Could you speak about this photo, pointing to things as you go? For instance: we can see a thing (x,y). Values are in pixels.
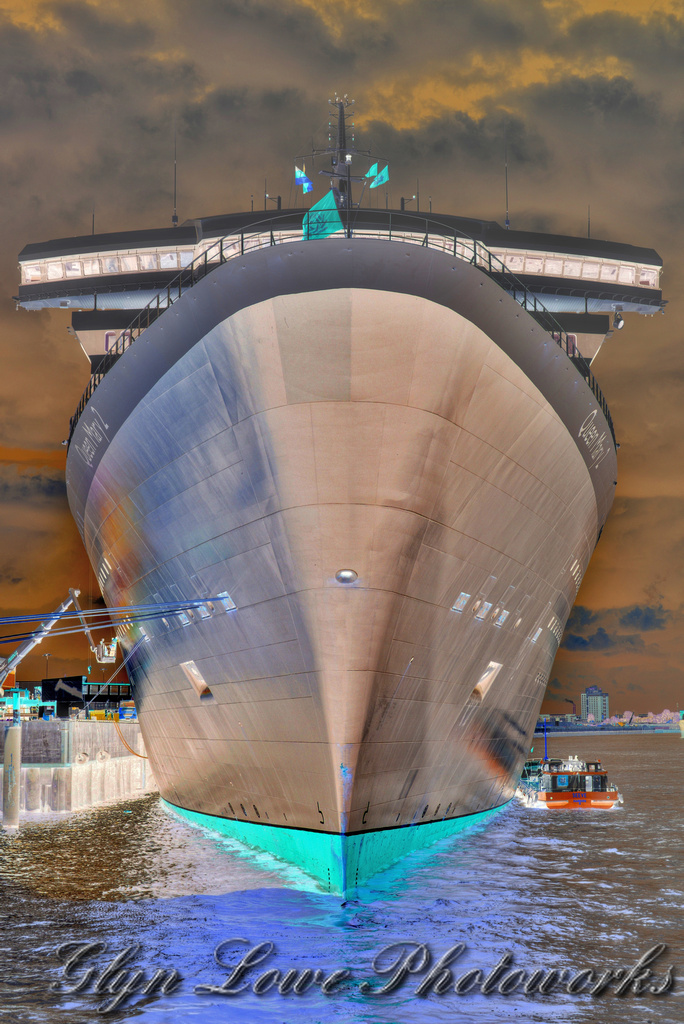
In this image in front (288,599) there are ships (307,712) in the water (480,859). In the background of the image (641,708) there are buildings (585,715) and sky (657,523). There is some text (79,962) written at the bottom of the image (424,972).
